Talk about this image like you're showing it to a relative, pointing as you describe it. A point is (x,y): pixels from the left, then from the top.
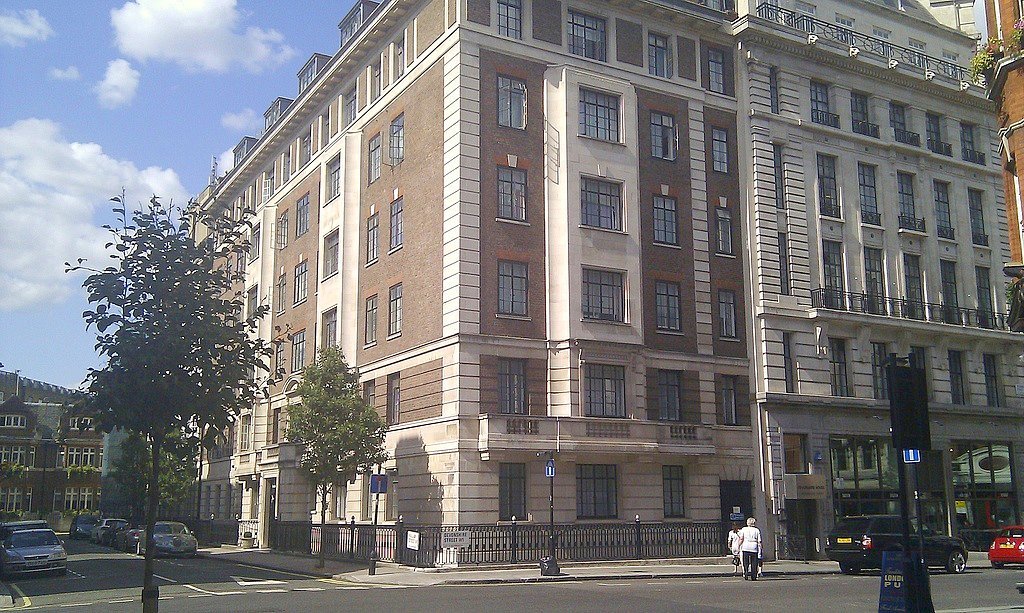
In this image we can see sky (117,77) with clouds (117,71), trees (130,258), buildings (479,421), street poles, street lights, bins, motor vehicles (122,535) on the road (777,584), person's (760,547), plants (990,54) and sign boards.
